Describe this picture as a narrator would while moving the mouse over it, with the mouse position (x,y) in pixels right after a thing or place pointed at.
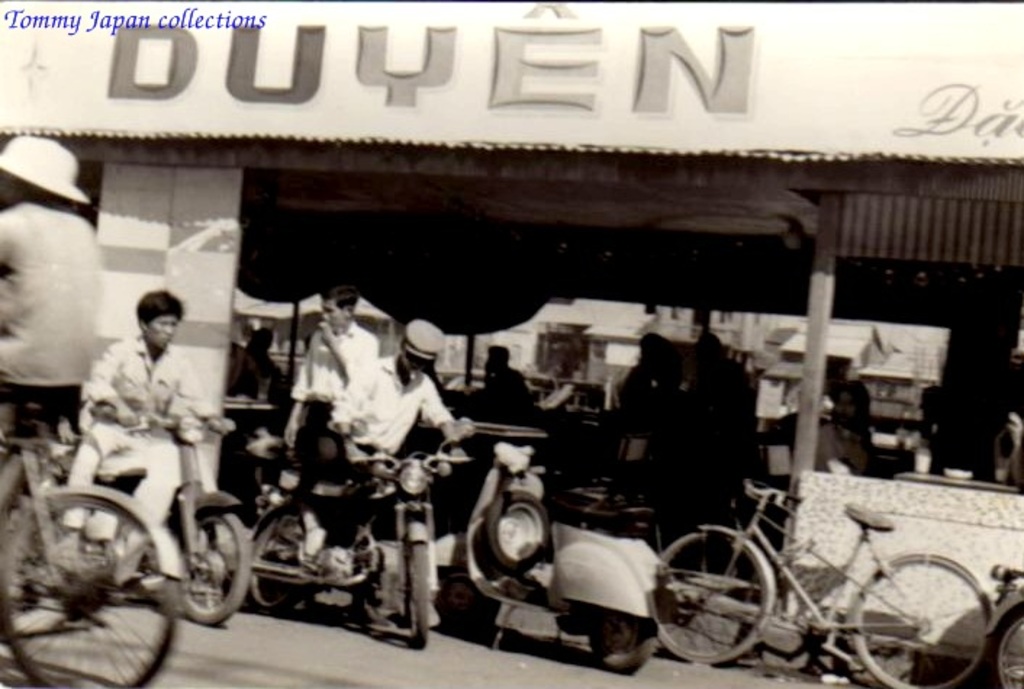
In this picture I can see the vehicles (405,485) on the road (346,630). I can see people (518,405) sitting on the chair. I can see the hoarding (581,73).
